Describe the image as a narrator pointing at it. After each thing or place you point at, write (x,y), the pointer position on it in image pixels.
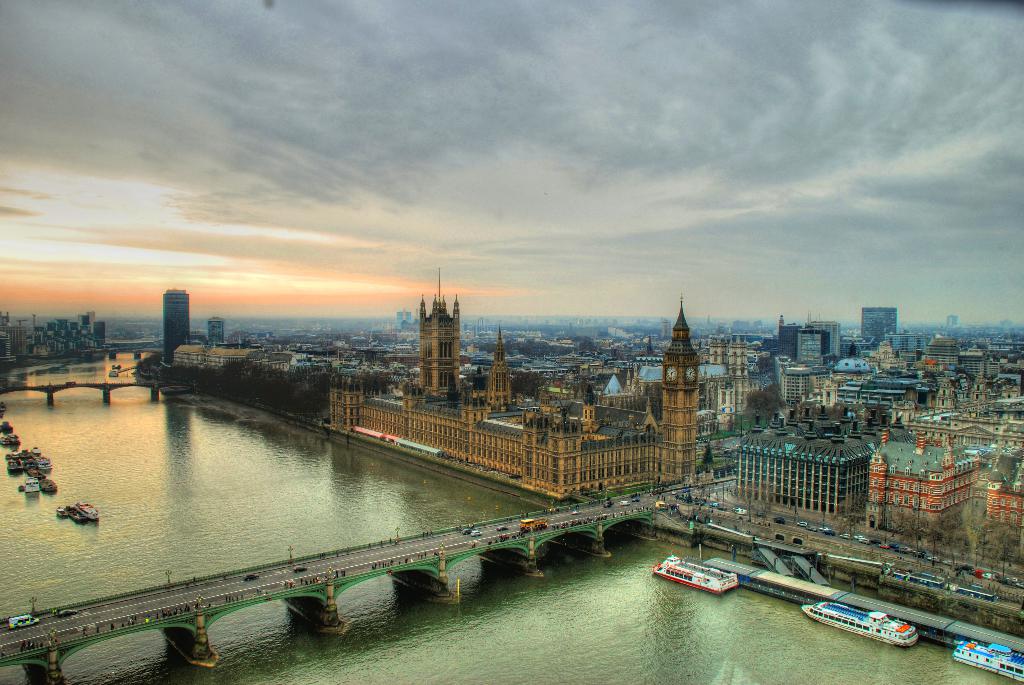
In this image we can see a group of buildings (755,474) with windows (792,485) and a tower (692,455) with a clock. We can also see a group of vehicles (30,625) on the bridges (328,602) and some boats (698,583) on a water body (688,643). On the backside (660,275) we can see the sky (660,275) which looks cloudy.
